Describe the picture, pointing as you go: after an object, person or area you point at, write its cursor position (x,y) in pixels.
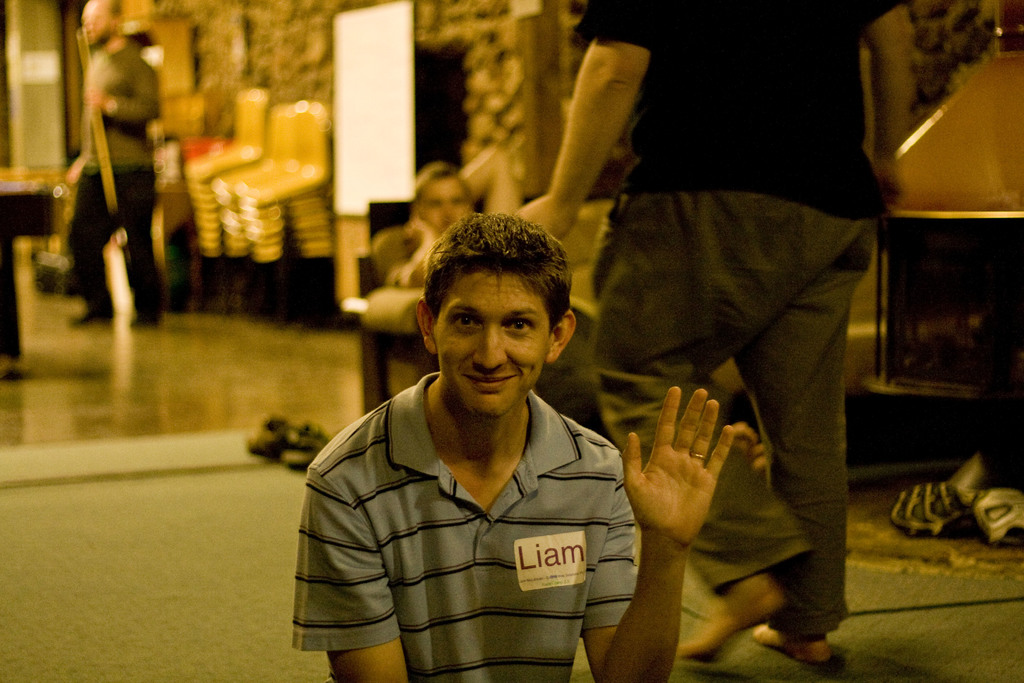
In this image we can see a few people (490,561), also we can see some chairs (261,130), board (370,133) and a table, there are some other objects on the floor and also we can see the wall (229,87).
